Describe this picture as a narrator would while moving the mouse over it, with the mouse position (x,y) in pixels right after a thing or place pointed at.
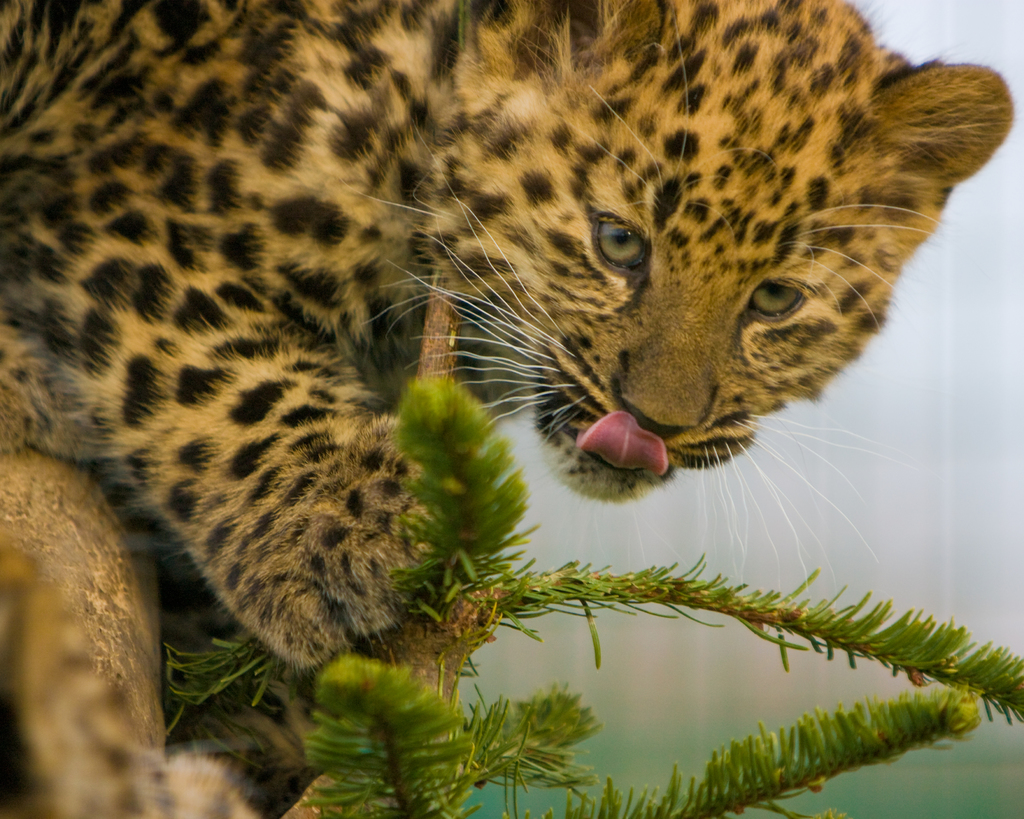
In this image there is a baby leopard (61,50) on the plant (743,775), and there is blur background (958,8).
